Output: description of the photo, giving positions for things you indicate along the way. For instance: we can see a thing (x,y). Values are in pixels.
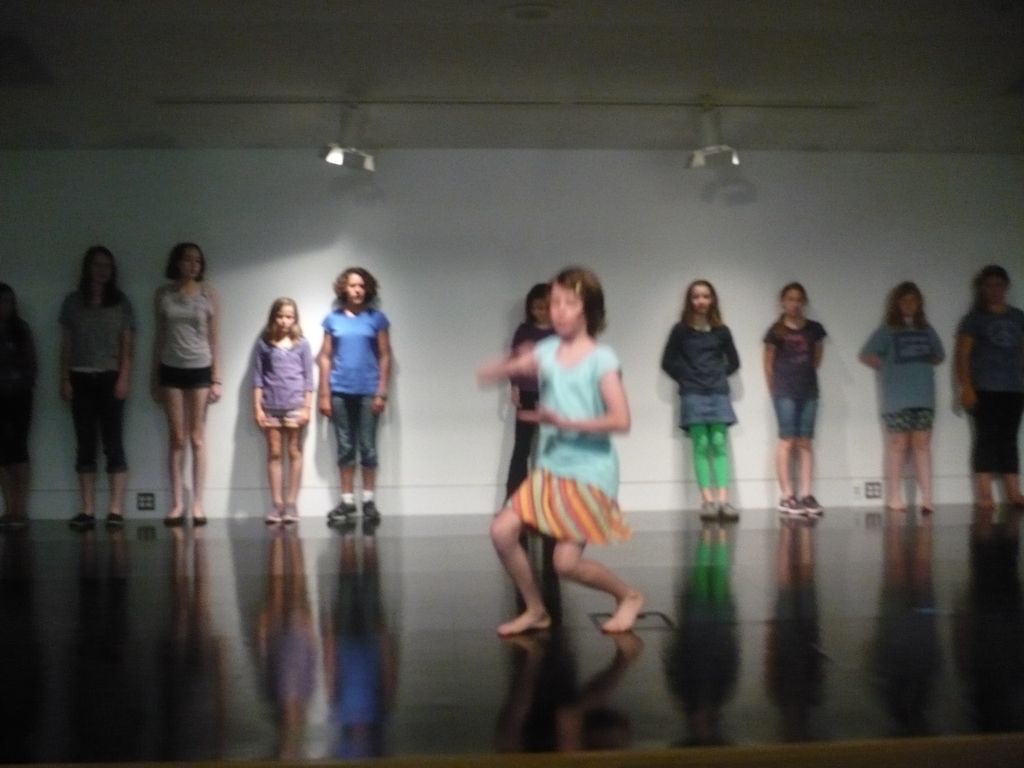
In this image there is a girl (551,506) dancing on the floor (567,634). Behind her there are many girls (84,337) standing. Behind them there is a wall (388,239). They all are leaning on the wall (881,299). At the top (541,49) there is a ceiling (455,78). There are lights (355,155) to the ceiling (547,65).
